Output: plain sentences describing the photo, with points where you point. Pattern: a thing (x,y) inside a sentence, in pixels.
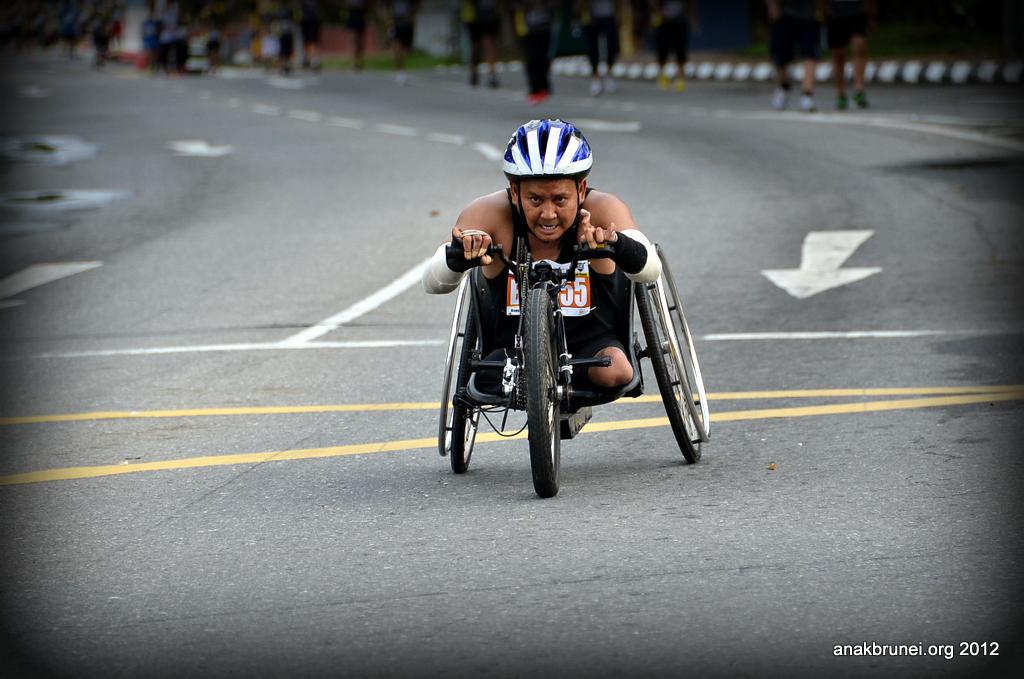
In this picture we can see a man (515,302) wore a helmet (508,157) and riding a wheelchair (547,445) on the road (126,107) and in the background (105,38) we can see some people (102,52) walking, trees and it is blurry.
